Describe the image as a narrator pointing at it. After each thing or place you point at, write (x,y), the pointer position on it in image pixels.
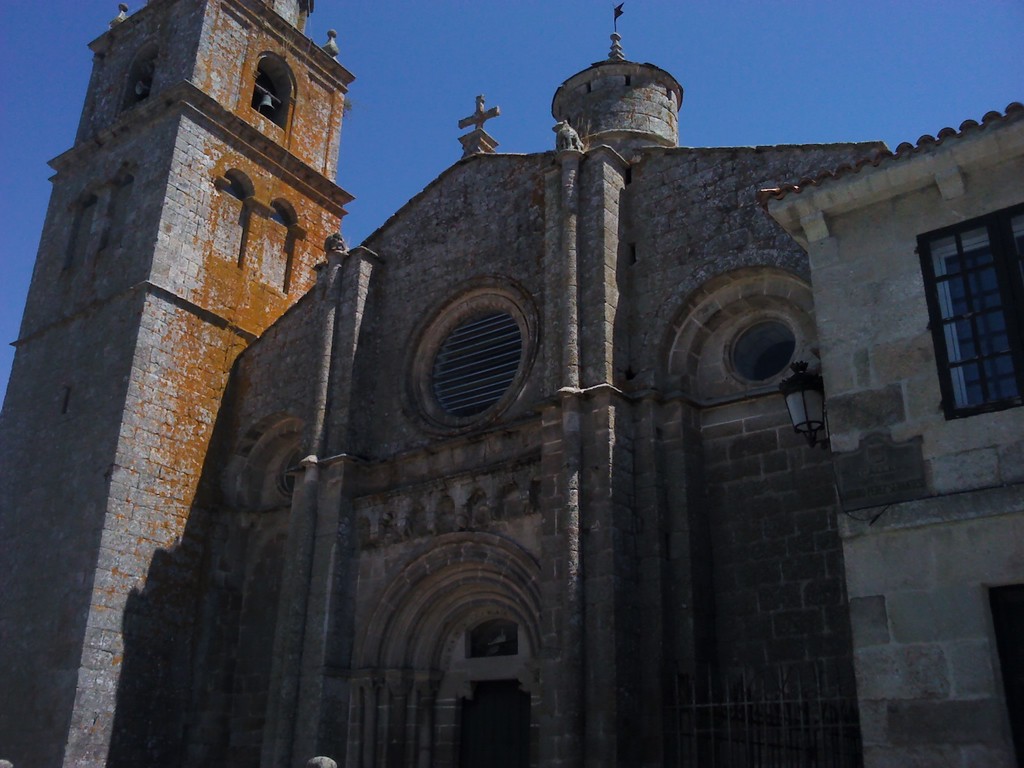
Here in this picture we can see an old monumental building (507,186) present and in the middle of it we can see a Christianity symbol (488,112) and on the left side (237,193) we can see a building tower (220,253) with a bell (269,101) present in the middle of it and we can also see windows (459,323) on the building (944,272) and we can see the sky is clear.
